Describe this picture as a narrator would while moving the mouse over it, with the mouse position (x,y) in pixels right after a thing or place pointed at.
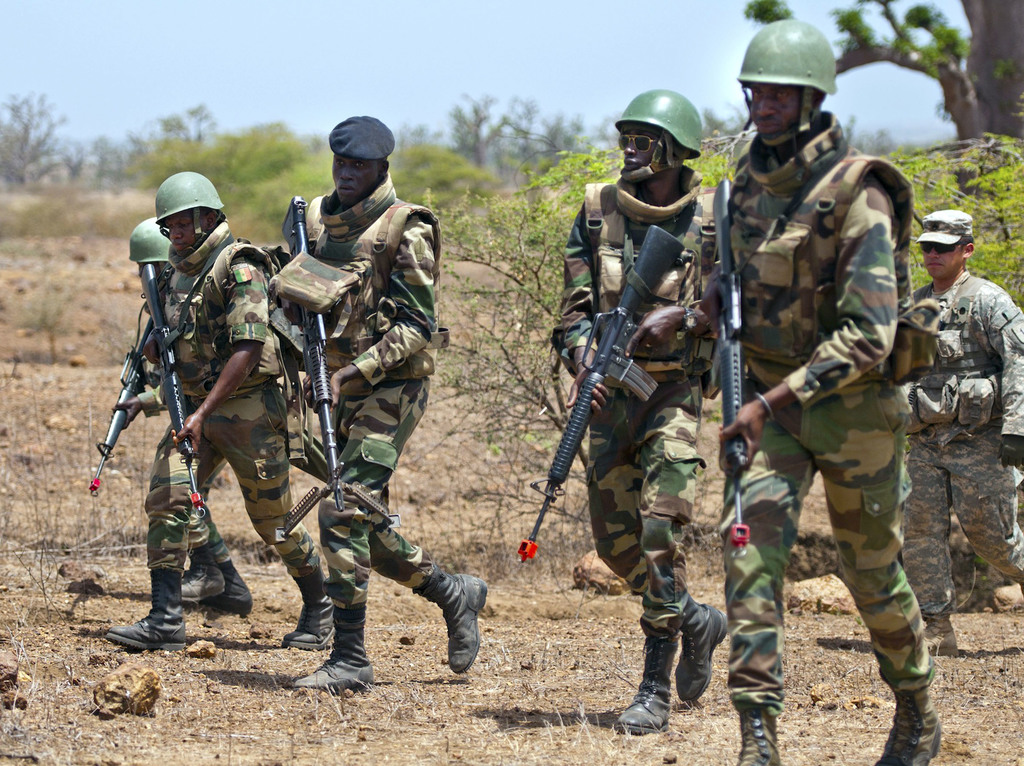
In this image we can see a few military people (897,237) wearing the uniforms (784,169) and holding the guns (173,380) and walking on the land (220,638). In the background (936,17) we can see the trees (530,160). Sky (540,64) is also visible. At the bottom (330,702) we can see the dried grass (560,732).
